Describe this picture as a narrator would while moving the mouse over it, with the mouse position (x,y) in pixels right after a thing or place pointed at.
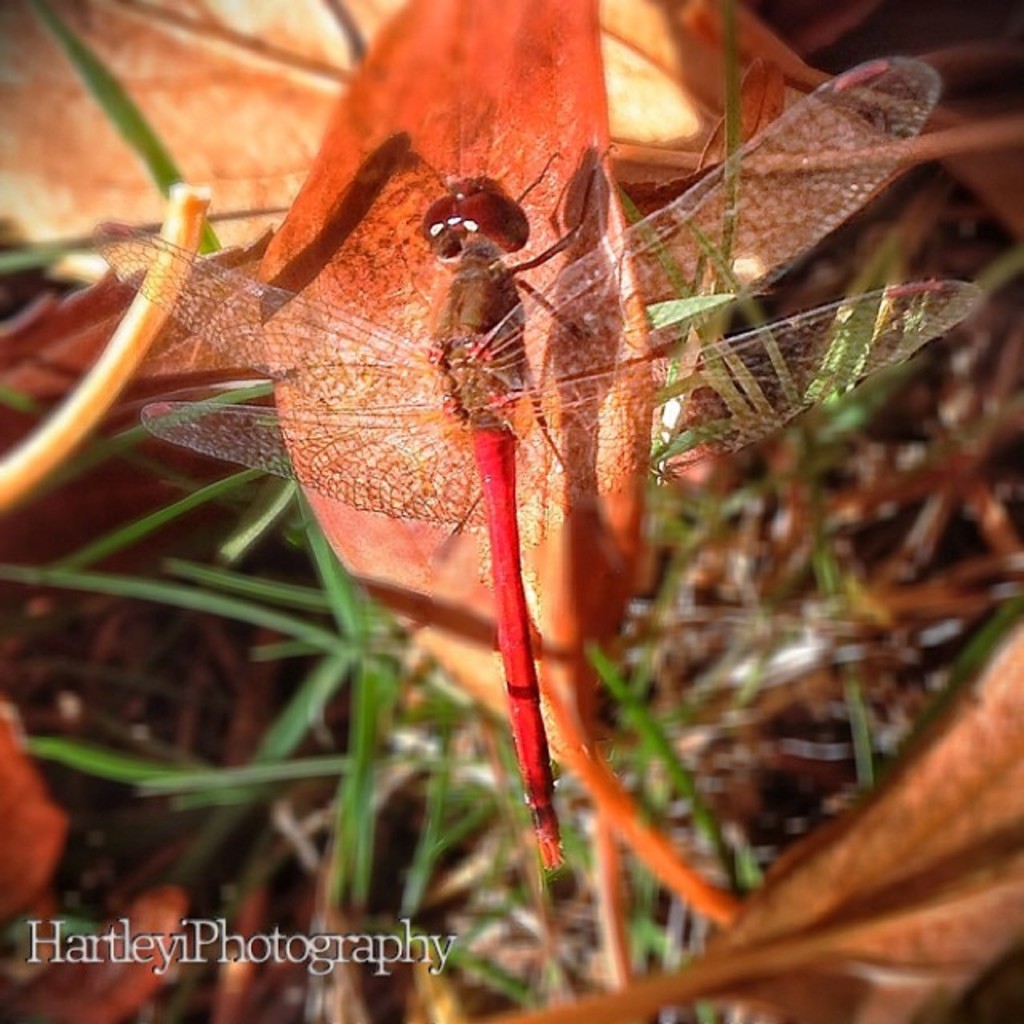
There is a dragonfly (511,478) laying on a leaf (405,230) and the background of the leaf (631,492) is blur.
